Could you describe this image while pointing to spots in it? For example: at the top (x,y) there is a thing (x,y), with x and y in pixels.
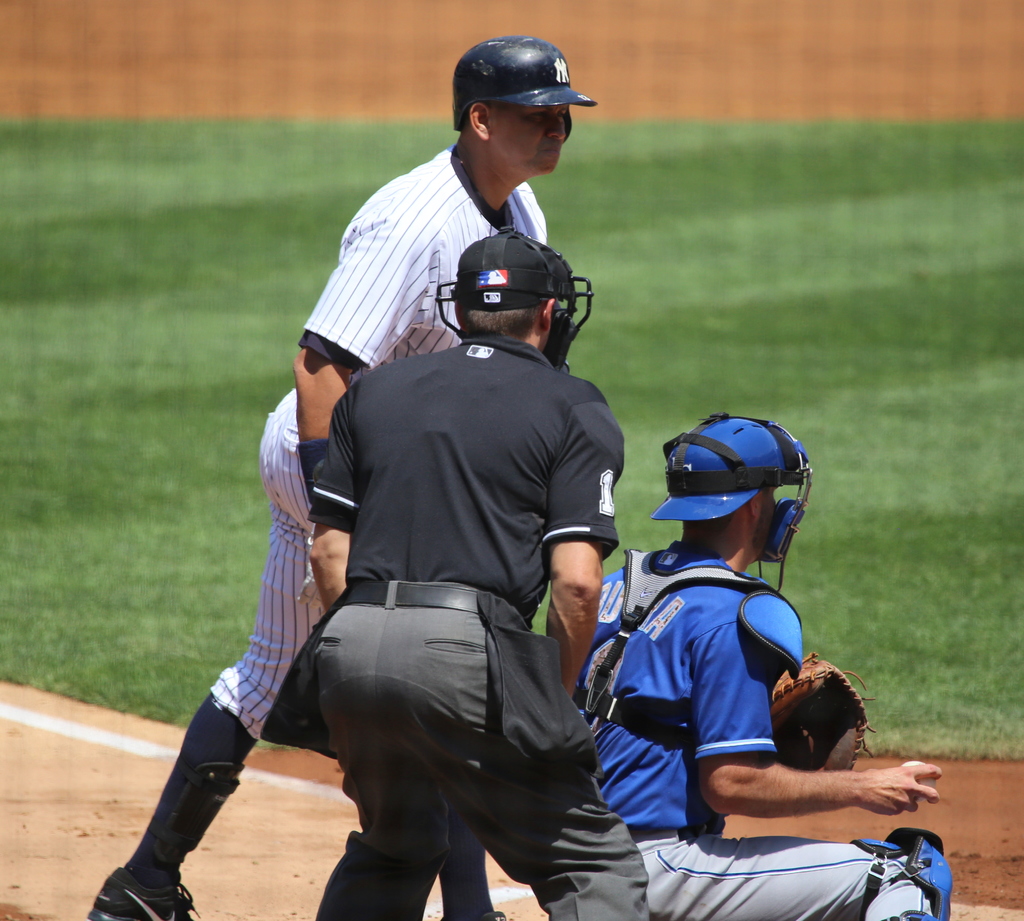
In this image we can see three people (544,567) wearing helmets (789,519). In the background (587,131) there is ground (899,380). The man (757,875) sitting on the right (851,890) is holding a ball (936,784) in his hand (883,798).
